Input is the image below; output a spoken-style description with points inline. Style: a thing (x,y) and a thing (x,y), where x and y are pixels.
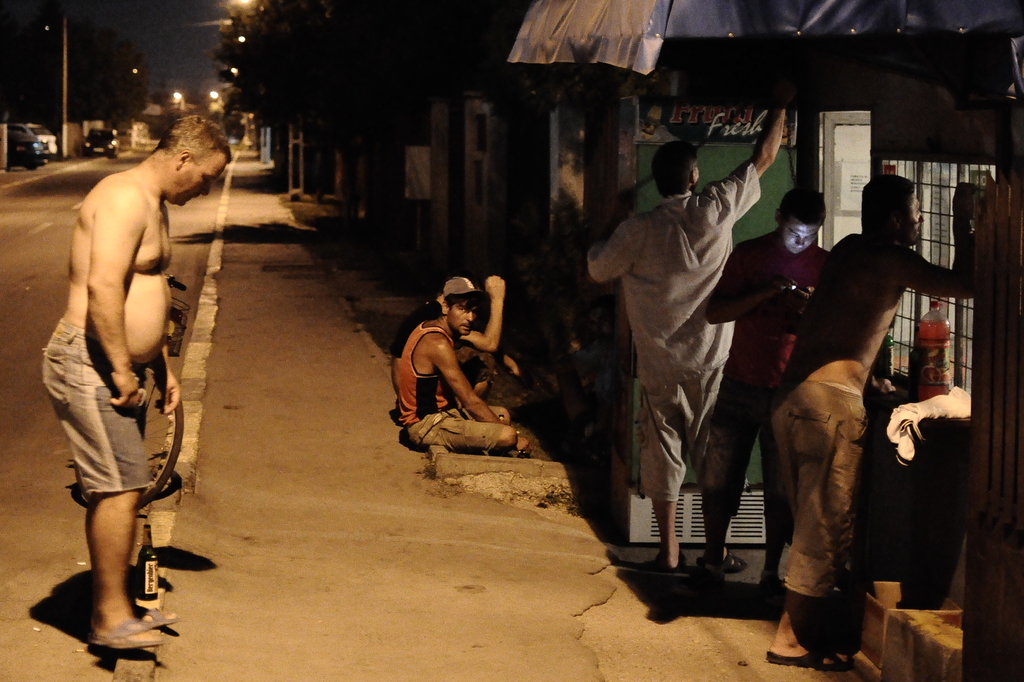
In this picture we can see some people (814,375) are standing, there are two persons (464,411) sitting in the middle (429,342), on the right side (940,236) we can see a window (943,249) and a bottle (925,327), in the background (371,120) we can see some trees (246,100), cars (91,150), lights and a pole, there is the sky (128,14) at the top of the picture (188,81), on the left side (150,560) we can see a bicycle (156,452) and a bottle (145,579).
